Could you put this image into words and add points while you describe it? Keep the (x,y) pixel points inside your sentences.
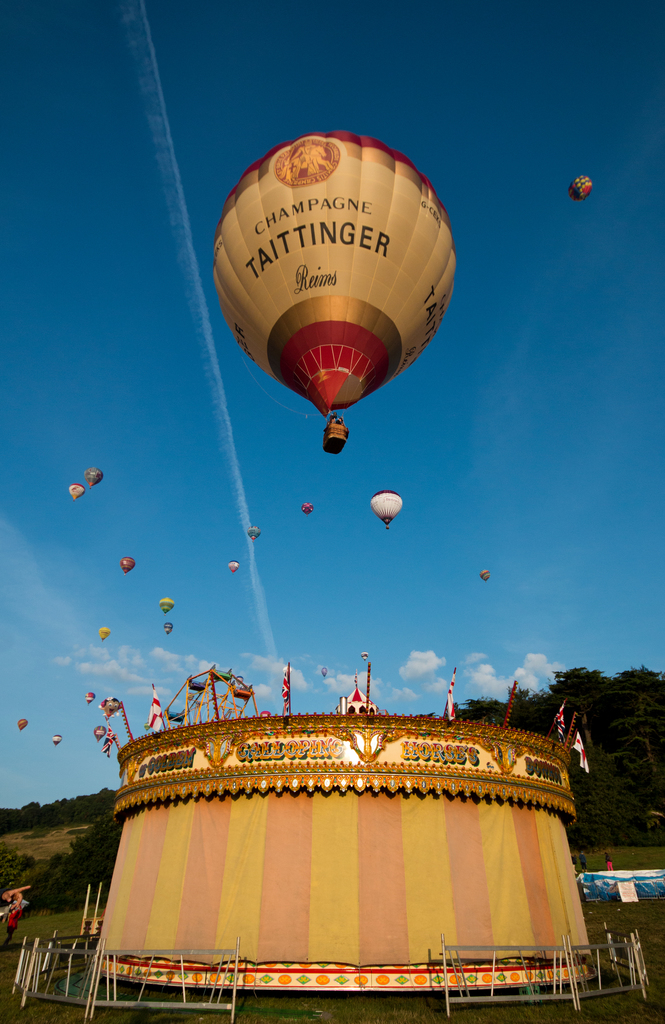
In this image we can see the tent (401,784). We can also see the flags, hot air balloons (342,203), fence (580,998), ground (592,1017), board (630,884) and also a few people (20,907). We can also see the trees (82,816). In the background (70,11) we can see the sky (409,627) with some clouds (281,667).
